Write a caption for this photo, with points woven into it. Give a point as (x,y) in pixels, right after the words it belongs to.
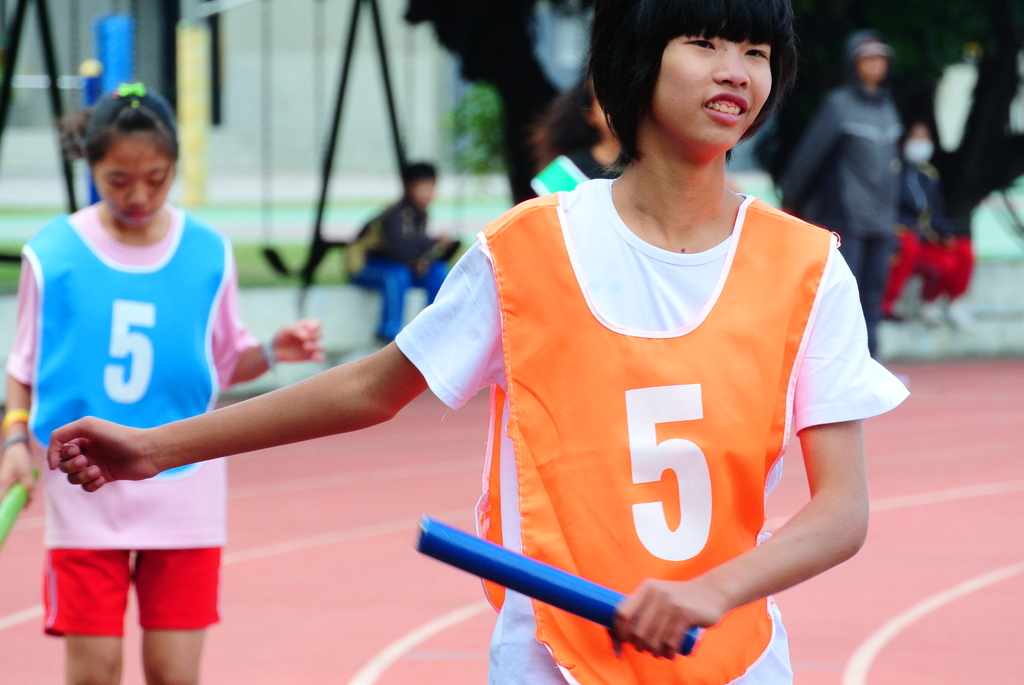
In this image I can see a person (651,483) holding something. She is wearing white and orange dress (605,328). Back I can see few people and image is blurry.
